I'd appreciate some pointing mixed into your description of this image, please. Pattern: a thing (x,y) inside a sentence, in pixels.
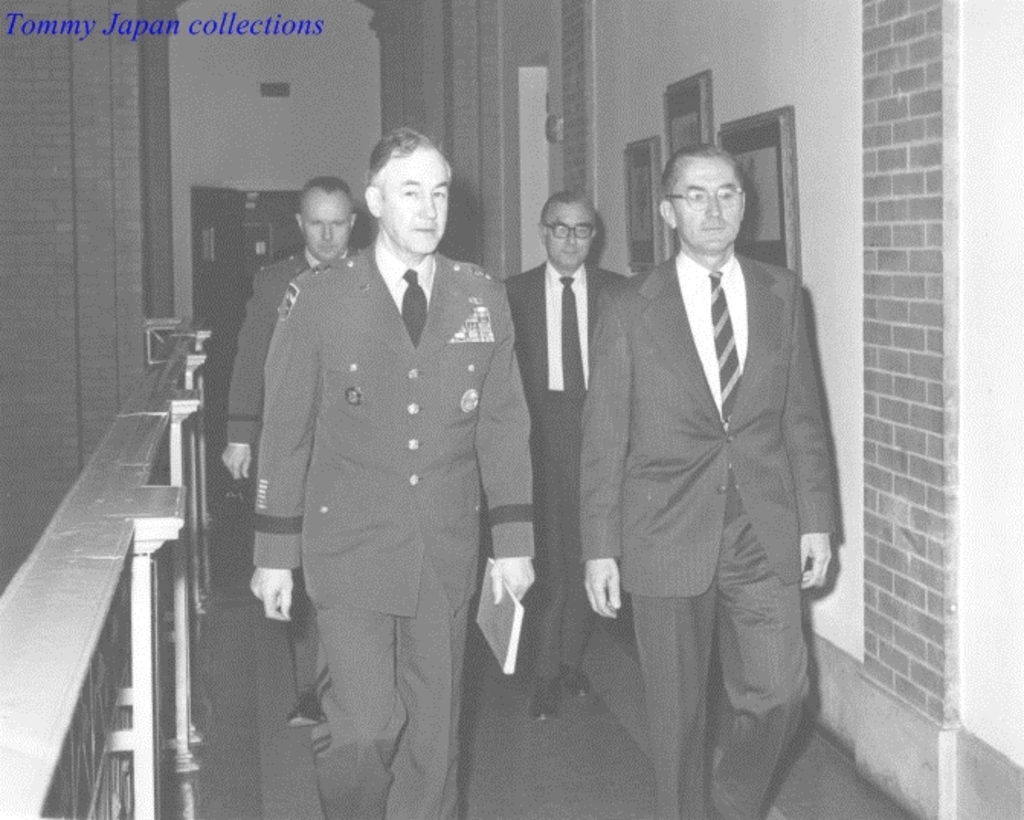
This is a black and white picture. I can see four persons (425,274) standing, there are frames (653,162) attached to the wall (632,63) and there is a watermark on the image.
